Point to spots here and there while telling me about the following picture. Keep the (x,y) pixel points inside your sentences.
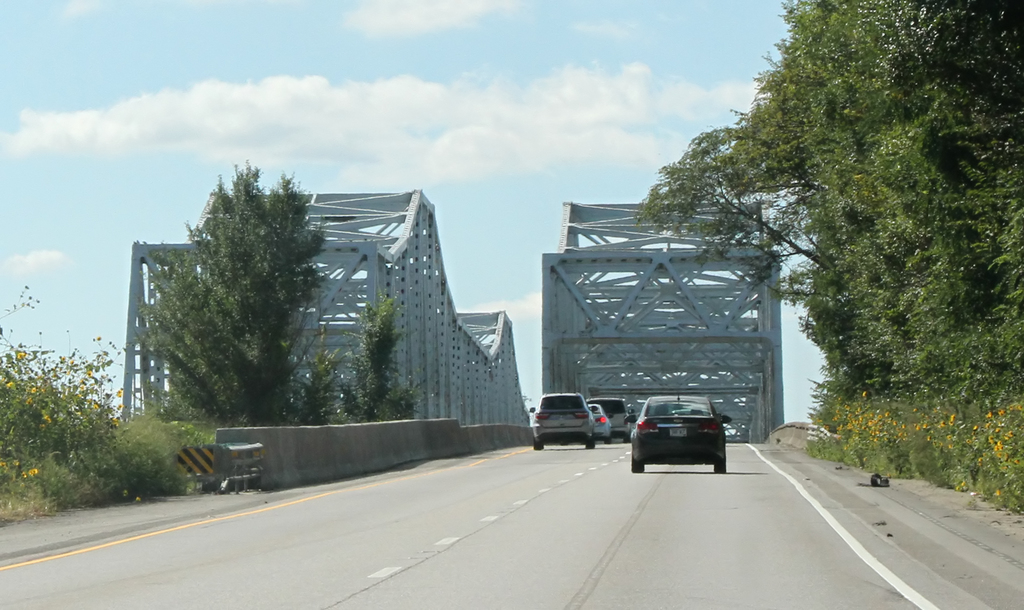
In this image we can see few vehicles (646,449) on the road (534,512), there is a wall (391,450) beside the road (599,483), there are few trees (362,327), iron railing (509,332) and sky (508,213) in the background (406,131).
